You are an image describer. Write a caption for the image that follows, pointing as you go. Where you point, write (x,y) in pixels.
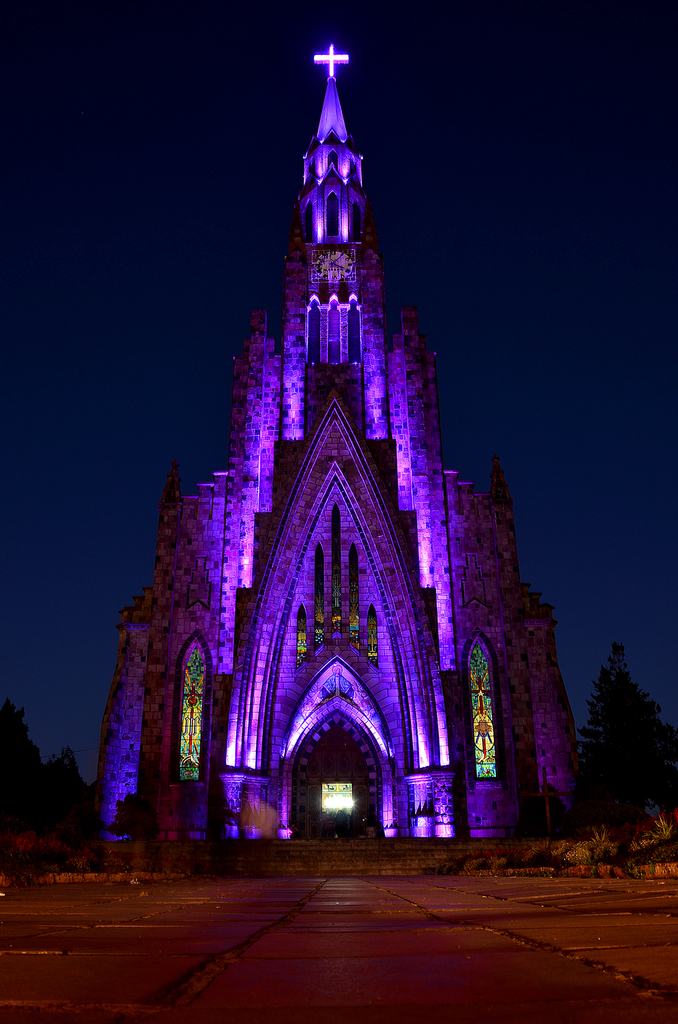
In this image we can see a building (435,544) with windows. We can also see some lights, a staircase (405,845), some plants (478,865), trees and the sky (184,481).
